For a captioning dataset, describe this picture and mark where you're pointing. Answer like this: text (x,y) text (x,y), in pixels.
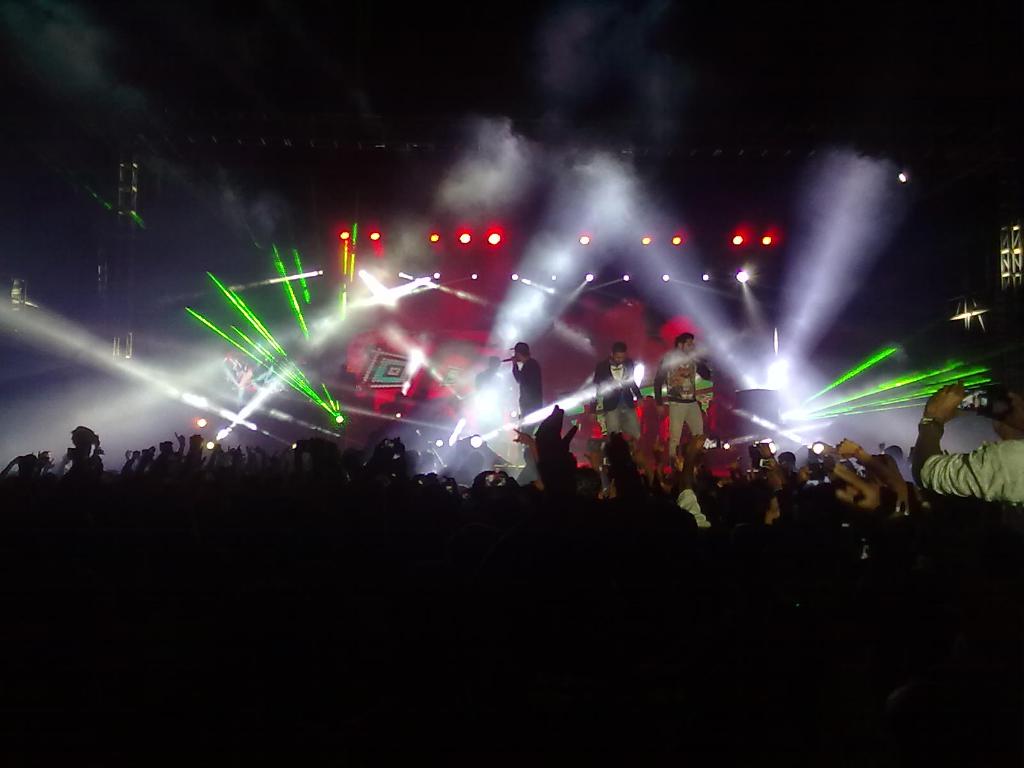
In this image I can see group of people (687,497). In the background (625,428) I can see three persons (700,400) standing and one holding a microphone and I can also see few lights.
